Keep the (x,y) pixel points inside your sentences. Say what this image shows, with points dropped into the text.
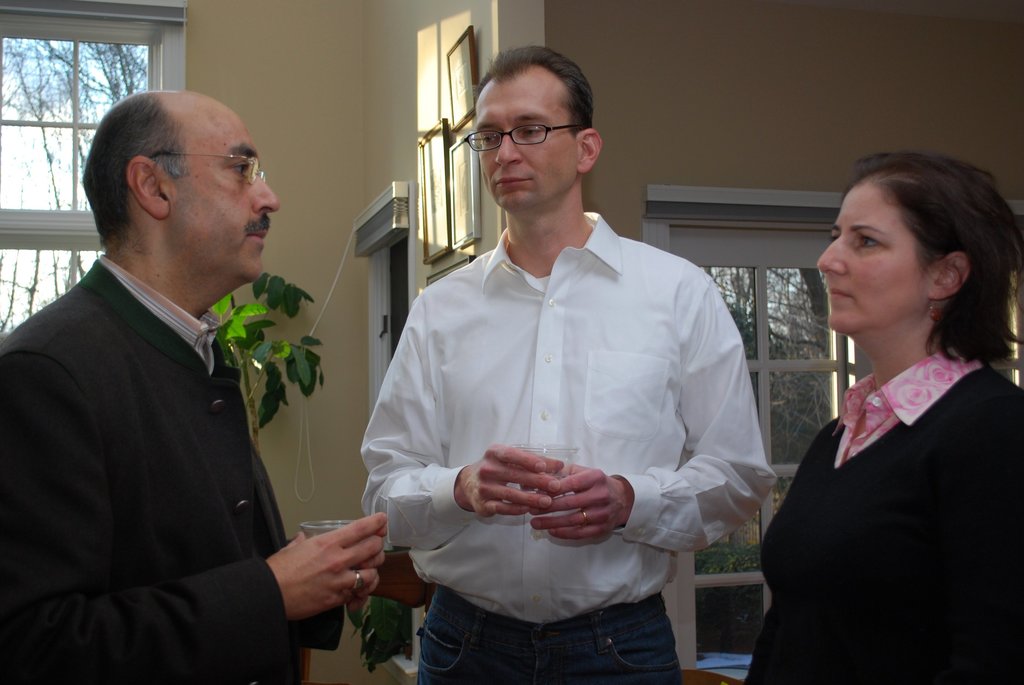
The picture is taken in a room (487,410). In the foreground of the picture (614,417) there are three people (608,432) standing. On the right (898,603) there is a woman (902,509) in black jacket (888,450). In the center (544,364) there is a man (552,380) in white shirt (446,377). On the left (106,577) there is a man (201,500) in black jacket (201,465). In the background (44,123) there are windows (710,241), frames (458,94) and wall (814,167). Outside the window (72,182) we can see trees (736,284). In the left side (262,345) there is a plant (267,364). Sun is shining.
